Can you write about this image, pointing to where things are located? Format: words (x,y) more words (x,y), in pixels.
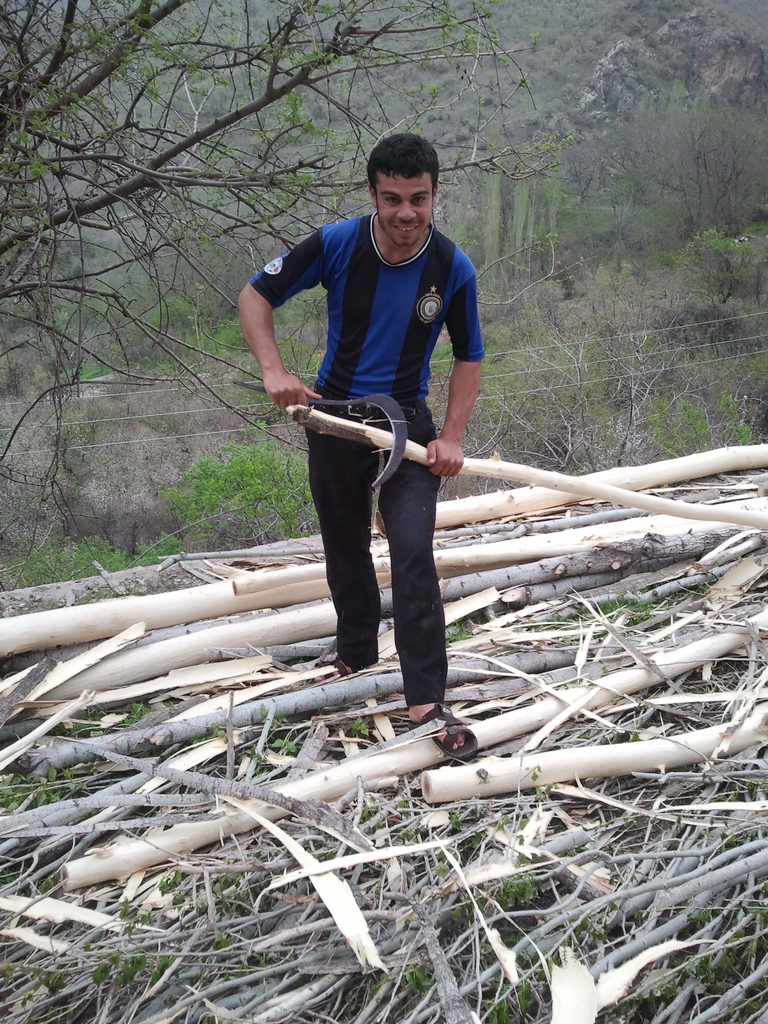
In this image we can see a person (380,341) holding a sickle (399,440) and a wood pole (390,442) in his hands (450,440). At the bottom of the image (512,869) we can see some wooden sticks (620,584) and some poles (620,584). In the background (742,438), we can see some plants (742,438), cables (711,345) and some trees (12,235).
